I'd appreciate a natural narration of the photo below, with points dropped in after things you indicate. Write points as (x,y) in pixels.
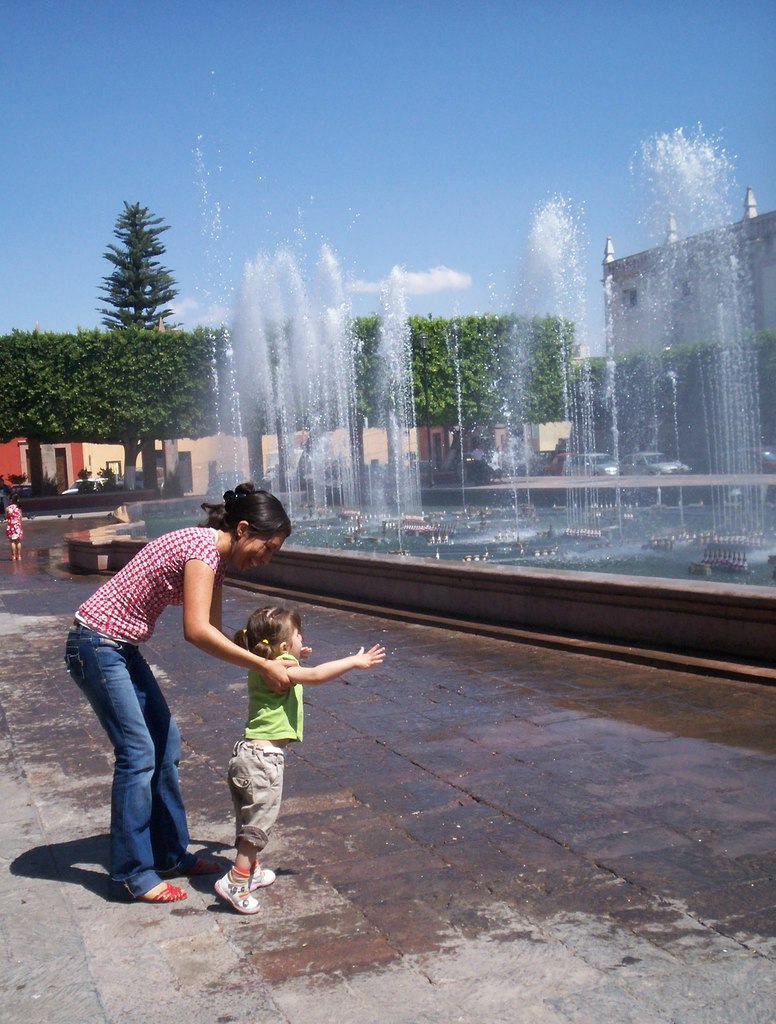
In this picture, we see a woman (276,515) is standing and she is smiling. She is holding a girl (250,690) in her hands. On the right side (651,496), we see the water fountains (579,540). At the bottom (219,698), we see the pavement (7,543). On the left side (16,504), we see a child (14,512) is standing. There are trees (144,428), plant pots (100,475), buildings (112,446) and cars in the background (444,379). At the top (411,292), we see the clouds (424,289) and the sky (405,157), which is blue in color.
